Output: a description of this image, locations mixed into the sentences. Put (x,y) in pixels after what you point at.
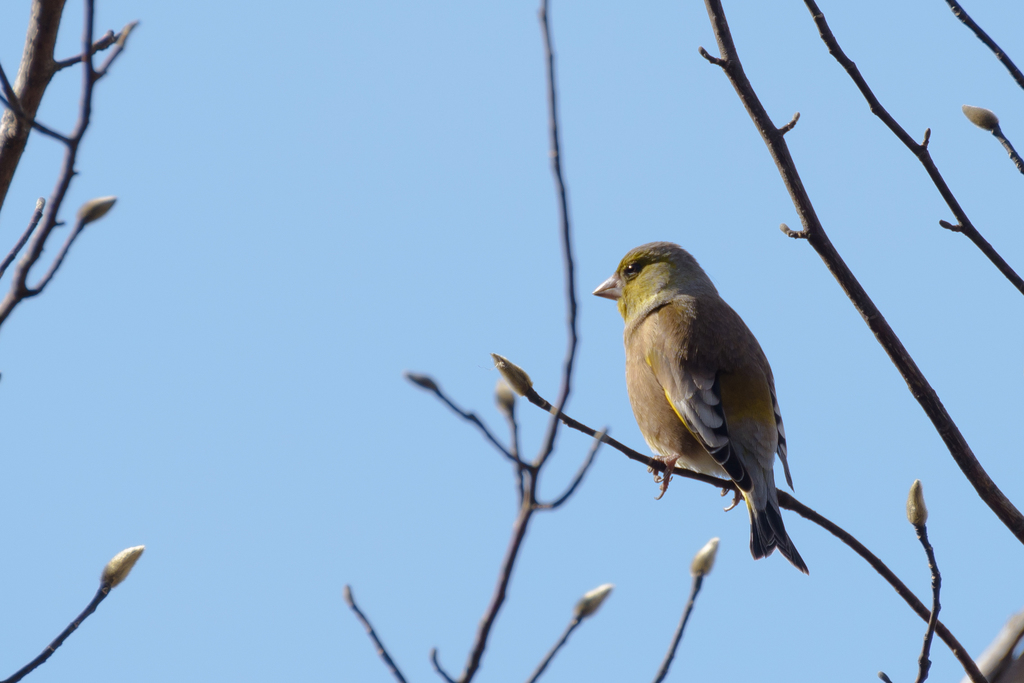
In this image we can see a bird (695,406) on the stem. In the background (364,265) there is sky (297,313).
